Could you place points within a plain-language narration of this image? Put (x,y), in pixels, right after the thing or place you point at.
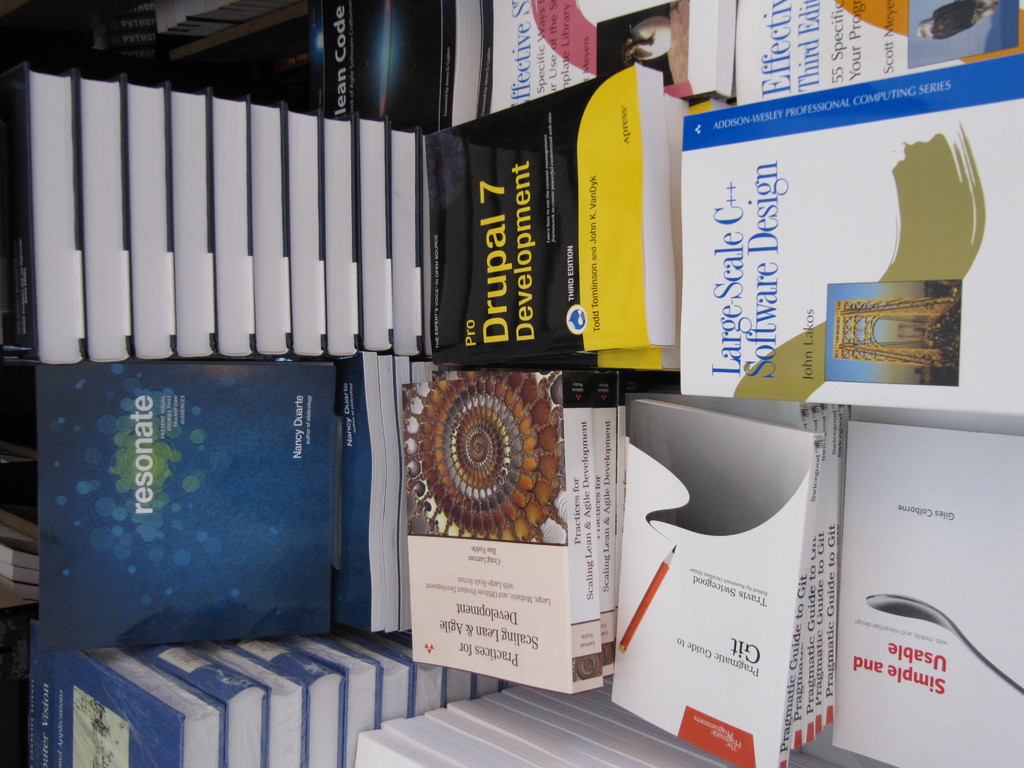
In this image we can see group of books (816,519) placed on the surface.
